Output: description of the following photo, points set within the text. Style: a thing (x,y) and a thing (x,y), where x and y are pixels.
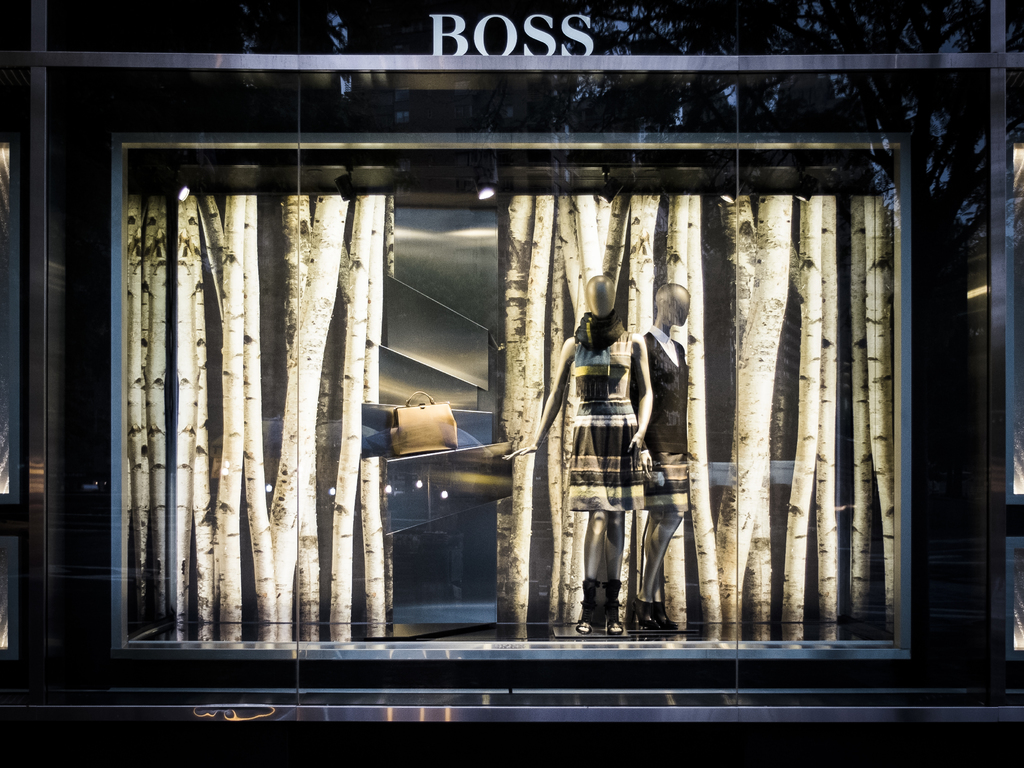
In this picture I can see 2 mannequins (551,397) in front (603,437) and I can see number of wooden sticks (183,342) and I can also see the lights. In the middle of this picture (429,436) I can see a bag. On the top of this picture (493,47) I can see a word (507,49) written.
